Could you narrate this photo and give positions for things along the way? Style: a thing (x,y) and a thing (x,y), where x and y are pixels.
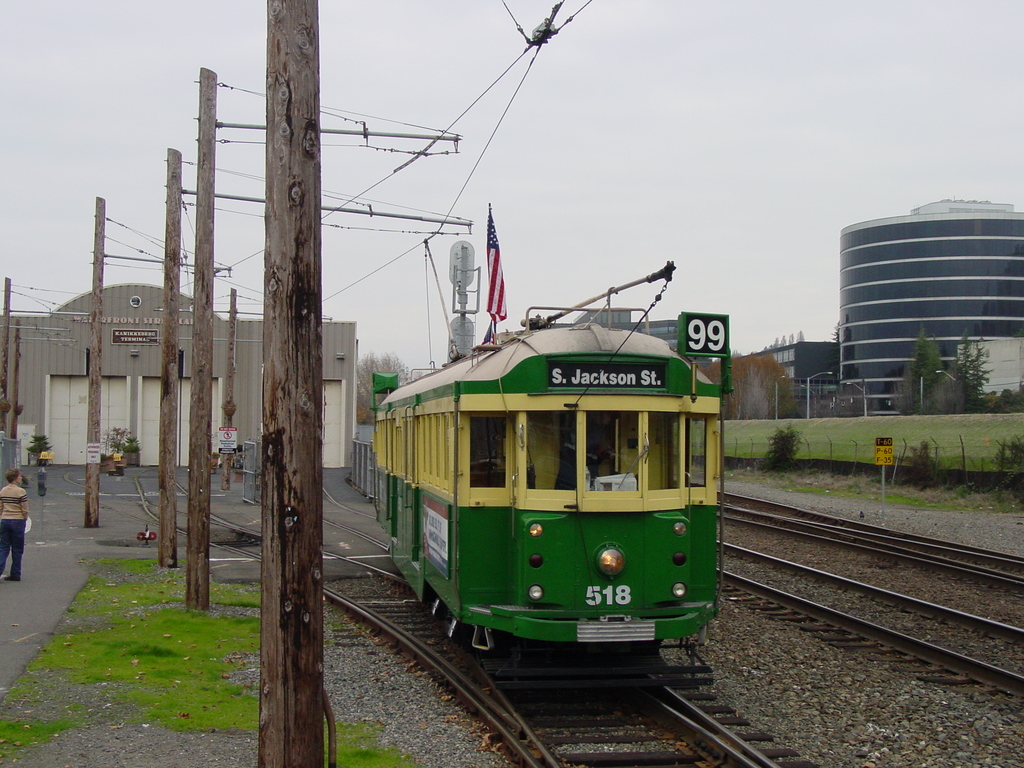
There is a train (542,488) in yellow and green color and it is moving on the railway tracks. Beside that, there are electric poles (270,335) and wires (361,119). Beside that, we see the boy (19,573) in brown jacket (15,504) is walking. On the right side of the picture (784,404), there are buildings (884,335) and trees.
